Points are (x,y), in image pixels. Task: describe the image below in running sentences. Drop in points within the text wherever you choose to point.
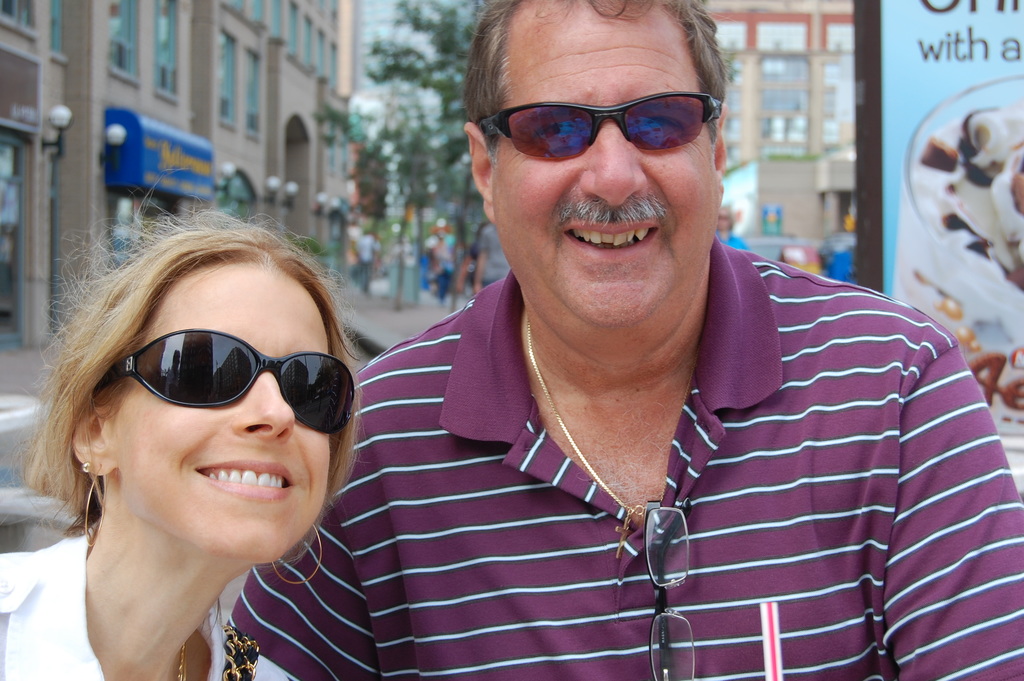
Front this man (504,517) and this woman (243,435) wore goggles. Background (297,18) it is blur. We can see trees (398,136), buildings (261,180) and hoarding (1009,178).
